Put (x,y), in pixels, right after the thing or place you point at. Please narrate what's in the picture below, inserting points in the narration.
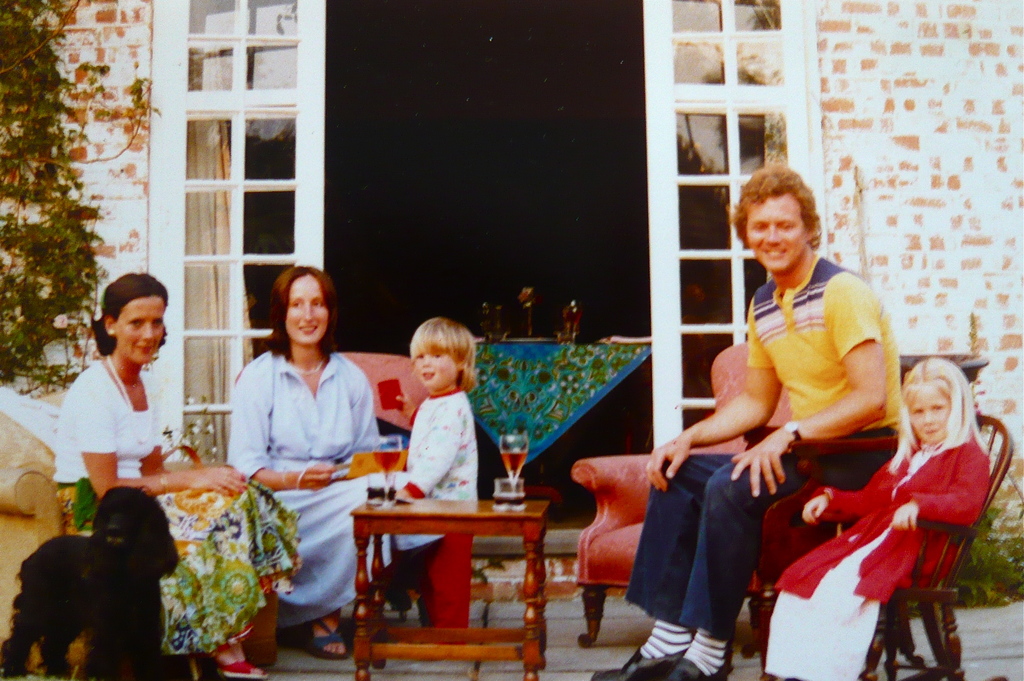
At the bottom (901,585), there are four people (843,547) sitting on the chair (808,527) in front of the table (404,512) on which glasses (519,473) are kept. In the background (859,59), building (561,54) is visible of having wall (939,150) made up of bricks (970,155) and white in color. In the middle (639,244), window (682,5) is visible. In the top left (12,59), plant (80,264) is visible. This image is taken in an outdoor area (832,422) and at the left bottom (147,632) dog (143,575) is visible during day time.
